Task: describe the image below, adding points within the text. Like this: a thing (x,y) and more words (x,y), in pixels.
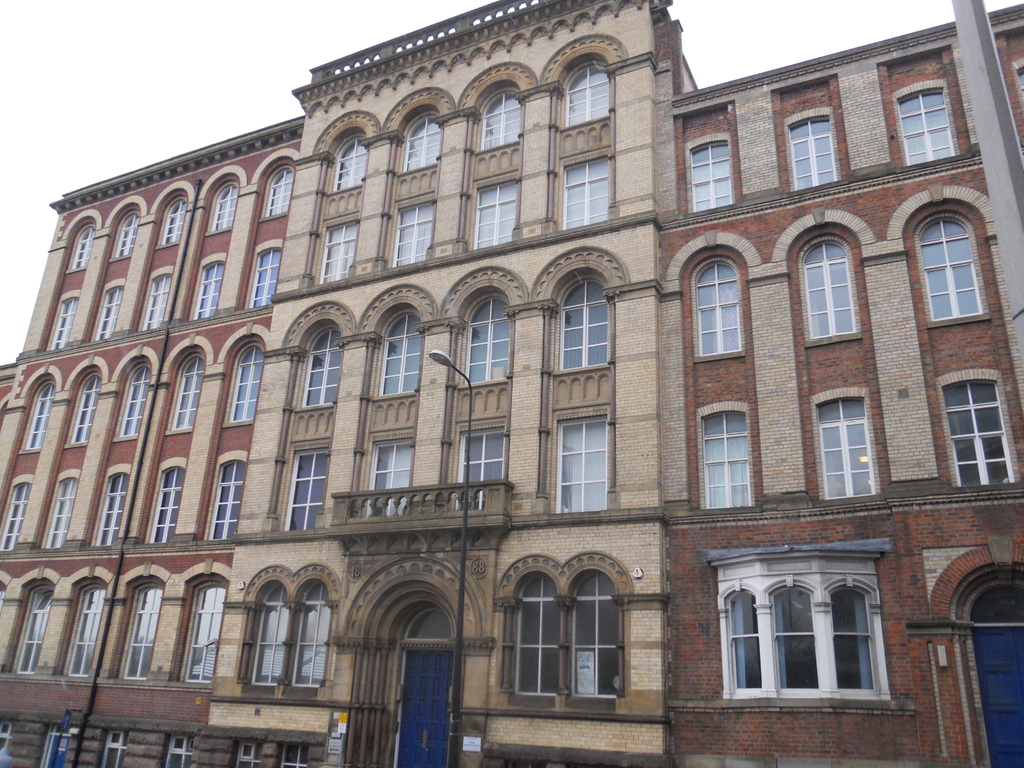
In this image, we can see a few buildings (396,652) with windows (417,370) and doors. We can also see a pole (452,718). We can see the sky (143,48).
